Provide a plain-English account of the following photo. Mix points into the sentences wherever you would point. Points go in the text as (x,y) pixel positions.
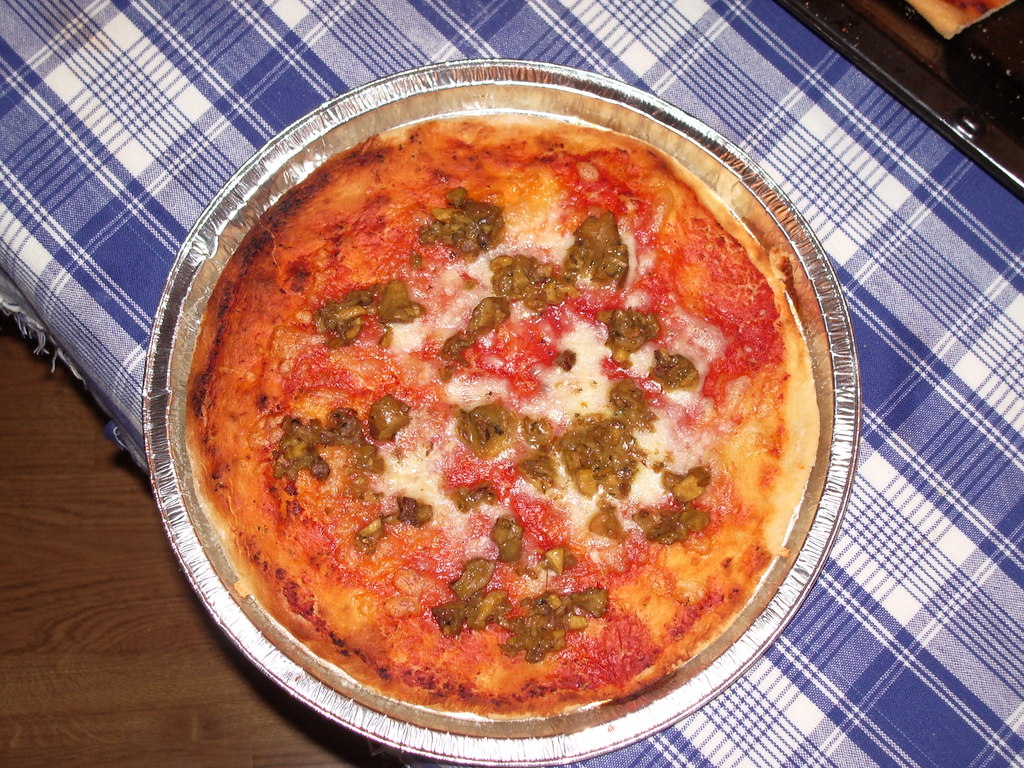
Here in this picture we can see a table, on which we can see a cloth (40,198) present and on that cloth (954,767) we can see a plate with pizza (508,249) on it present over there.
